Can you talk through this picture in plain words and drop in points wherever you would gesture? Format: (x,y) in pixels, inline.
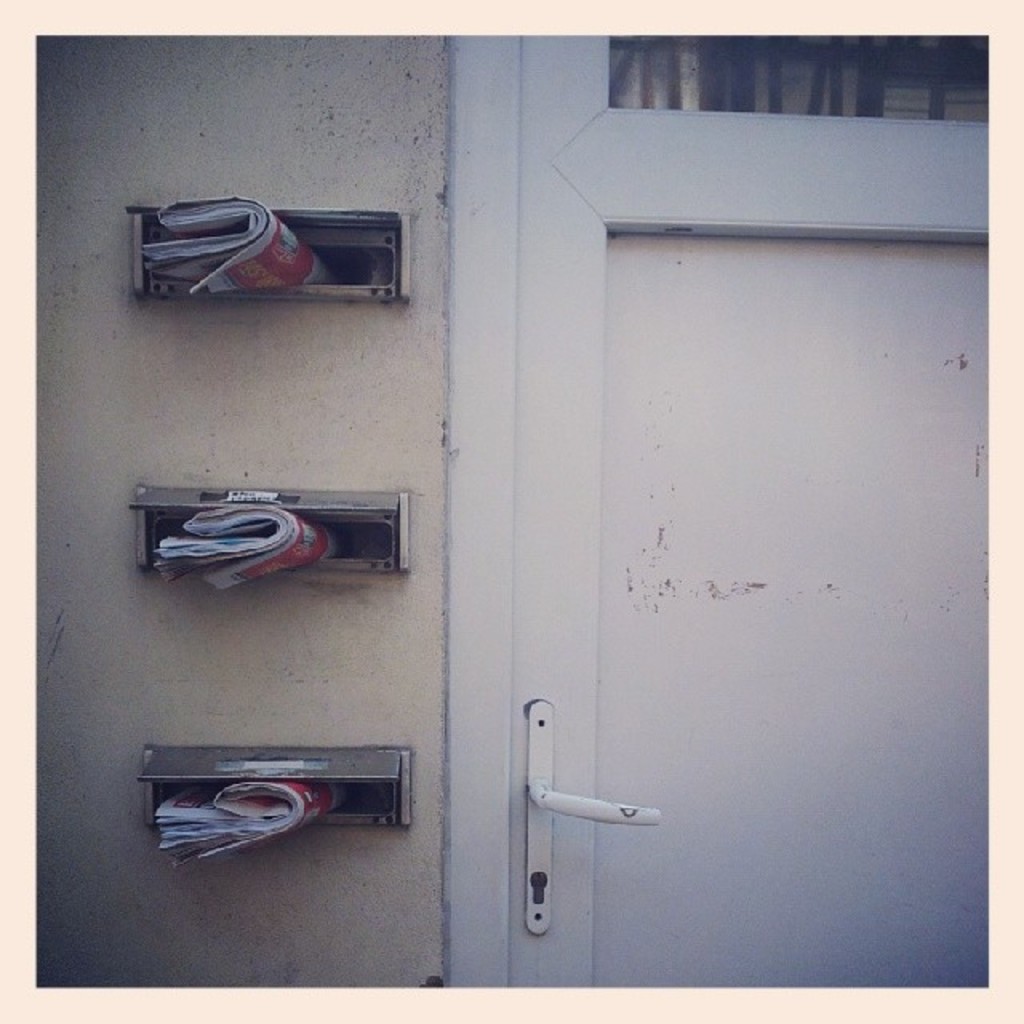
This picture shows a door (939,887) and we see few outlets (328,262) to the wall (258,865) and we see papers (230,513) in the outlets (372,539).
